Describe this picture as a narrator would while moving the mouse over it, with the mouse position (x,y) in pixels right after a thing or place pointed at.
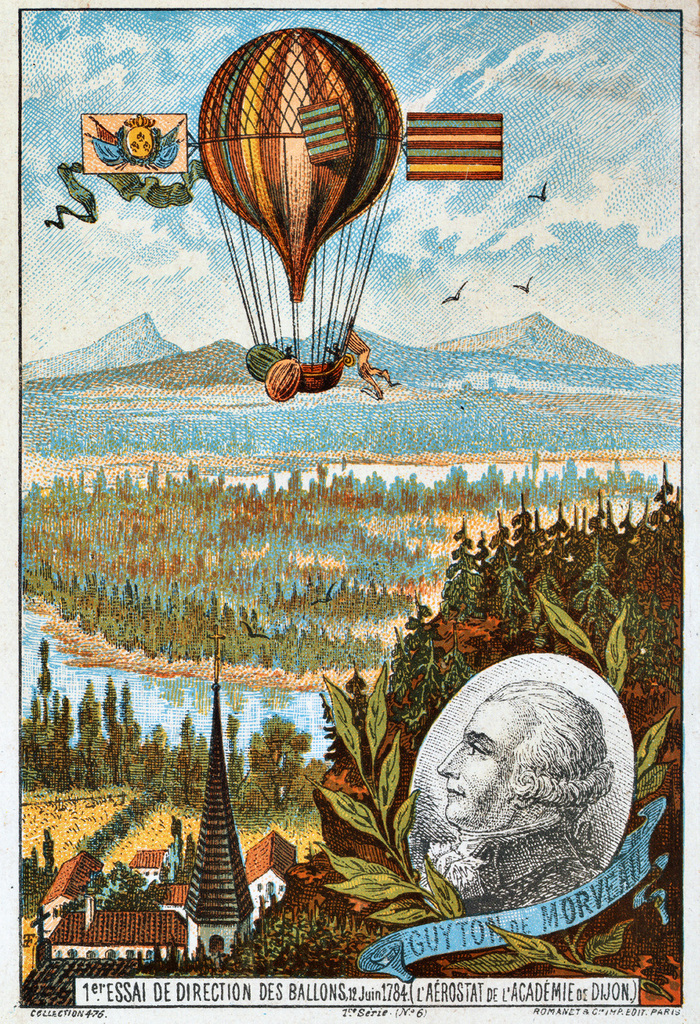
In the foreground of this image (345,925), there is an image (509,782) of a person (514,780) and some text (408,993) at the bottom (454,690) and we can also see trees (546,583) and buildings (209,772). In the middle (282,531), there is water (232,694), trees (347,503) and mountains (427,348) in the background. At the top (325,104), there is a hot air balloon (247,175) with few flags (449,152) and also there are birds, sky (583,45) and the cloud (555,53).
